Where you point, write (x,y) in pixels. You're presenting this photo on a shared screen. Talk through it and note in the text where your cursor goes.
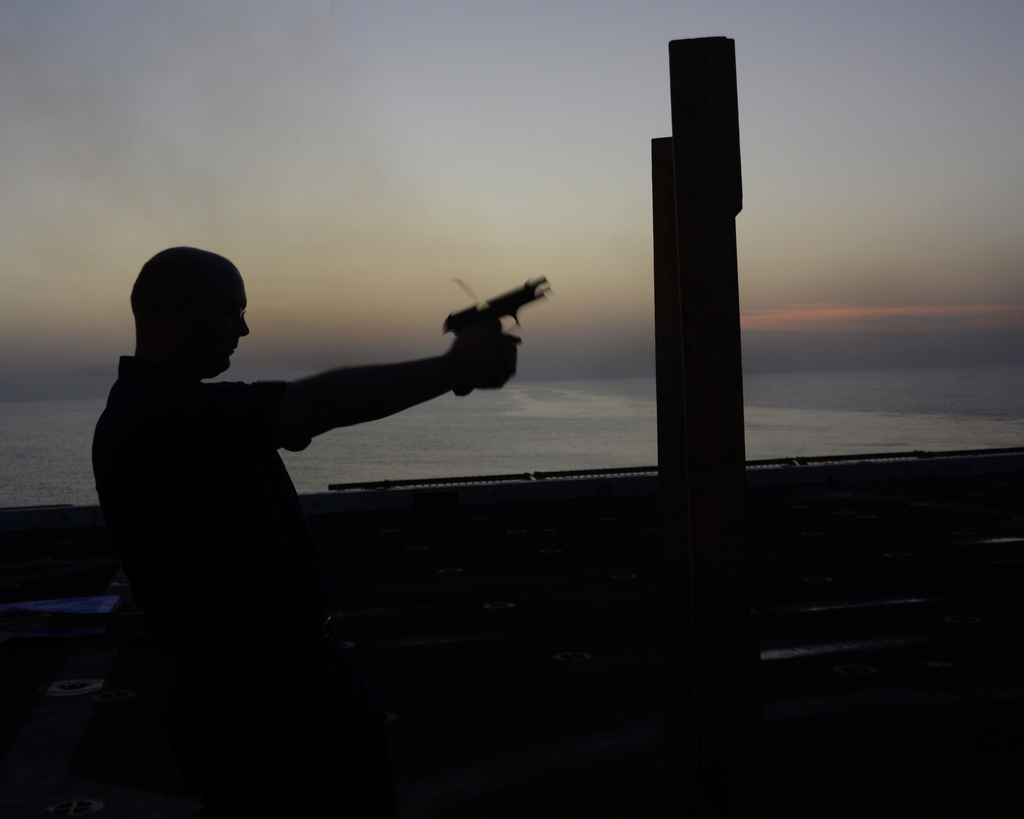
There is a man (424,391) holding a gun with his hand (482,371) and there is a wall (548,483) beside the man (227,466) and behind the wall (348,500) there is a sea (992,424).
